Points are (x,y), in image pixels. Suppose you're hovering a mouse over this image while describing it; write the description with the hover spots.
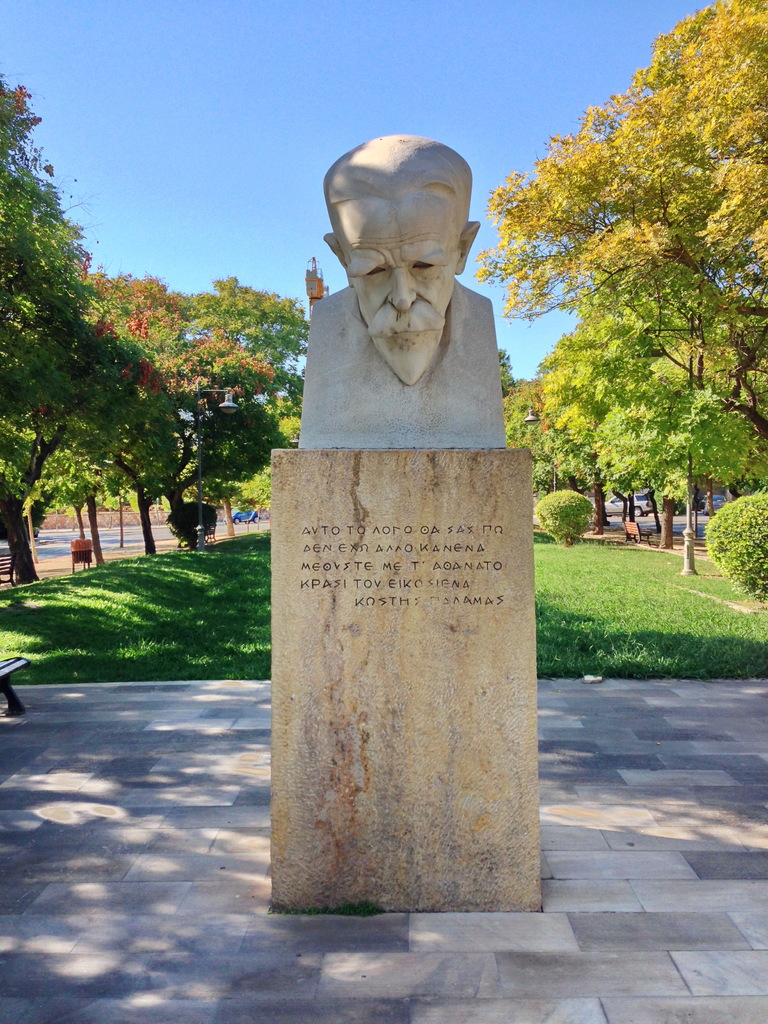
In this image I can see a statue (399,375) in cream color. Background (166,208) I can see trees (669,532) in green color and the sky (259,195) is in blue color.
